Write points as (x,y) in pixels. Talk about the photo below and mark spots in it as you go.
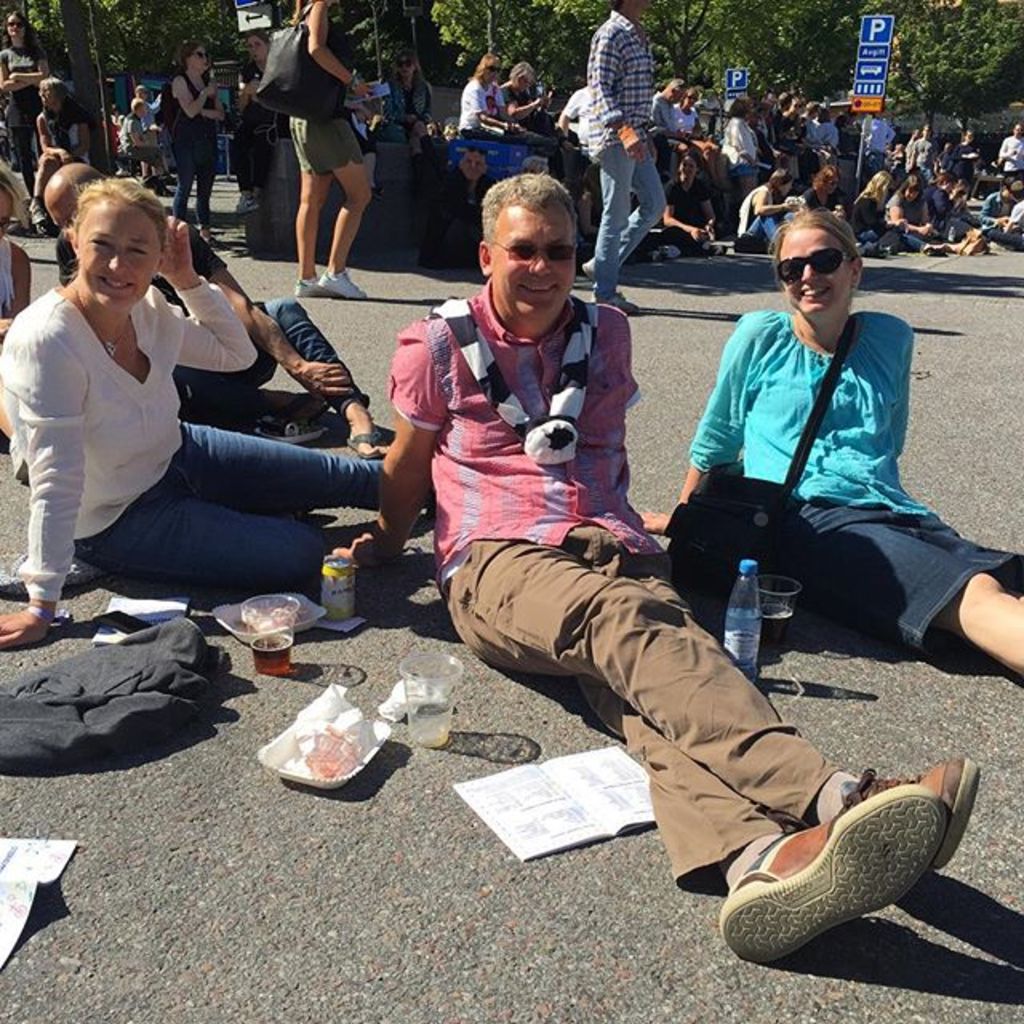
In the center of the image (569,426) we can see some persons (397,447) are sitting on the road (472,670) and we can see some objects (414,708) like glasses (414,717), plate (350,771), paper (320,712), book (558,807), bottles (754,618), bags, cloth (202,661) are present. At the top of the image (411,165) a group of people (619,151) are there and we can see some boards (869,71), trees (756,78) are present.
